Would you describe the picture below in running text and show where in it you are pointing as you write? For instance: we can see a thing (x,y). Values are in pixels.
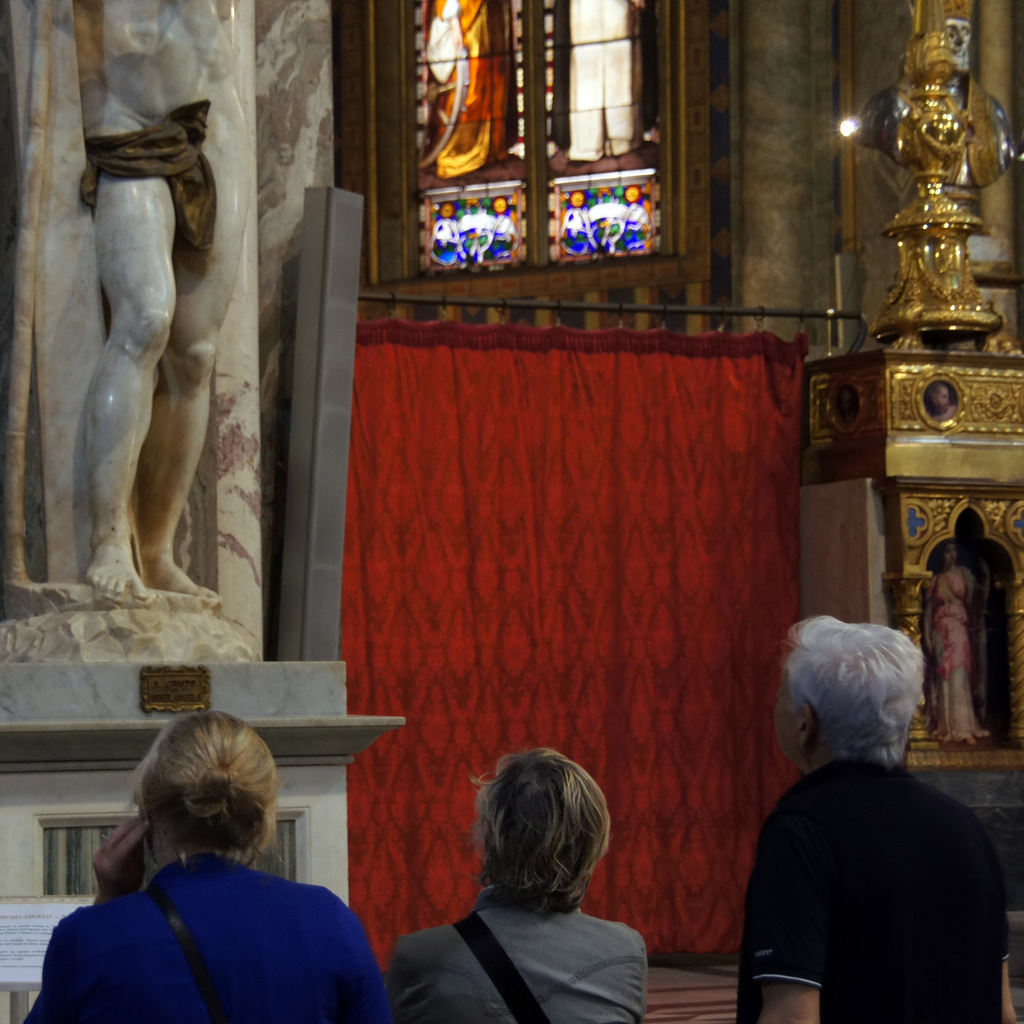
At the bottom of the image (446,960) we can see three persons (546,969) are standing. Among them, we can see two persons (402,955) are wearing bags (501,977). In the background (616,378) there is a wall (811,290), glass window (648,104), curtain (490,583), one statue (129,9), pole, one golden color object (934,143), light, one banner (147,672) and a few other objects (324,454). On the banner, we can see some text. And on the glass (616,93), we can see some design (589,96).
